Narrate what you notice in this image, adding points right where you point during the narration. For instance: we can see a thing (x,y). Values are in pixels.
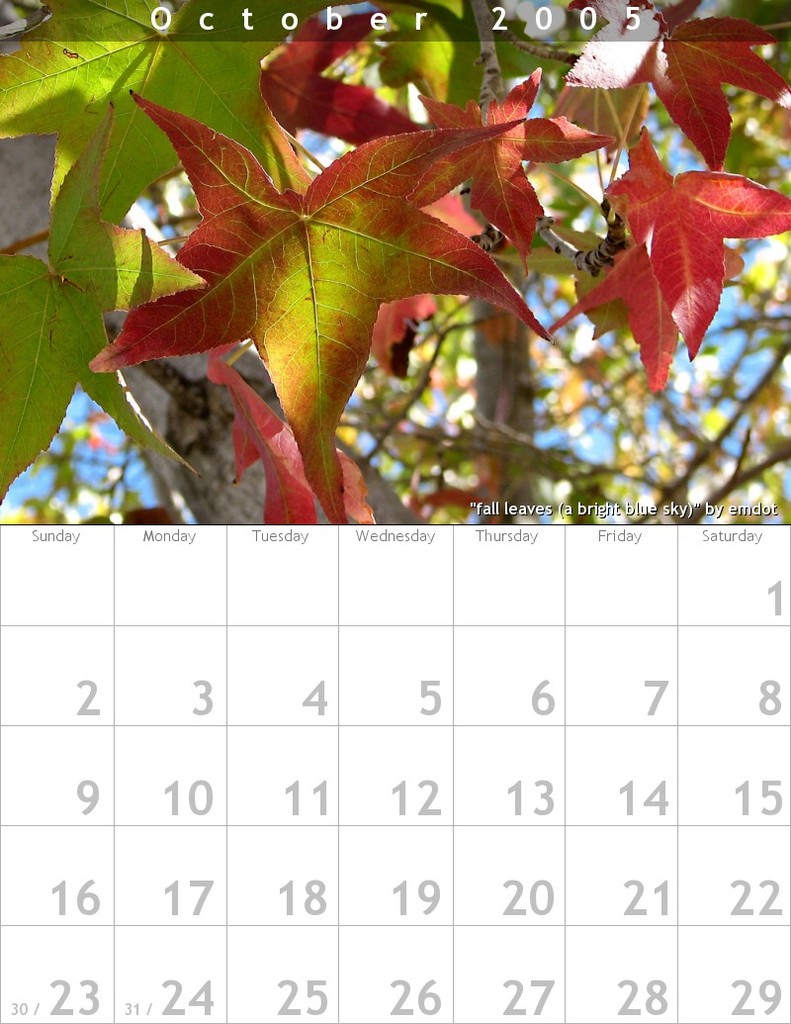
This picture consists of calendar (498,405) in the image.
